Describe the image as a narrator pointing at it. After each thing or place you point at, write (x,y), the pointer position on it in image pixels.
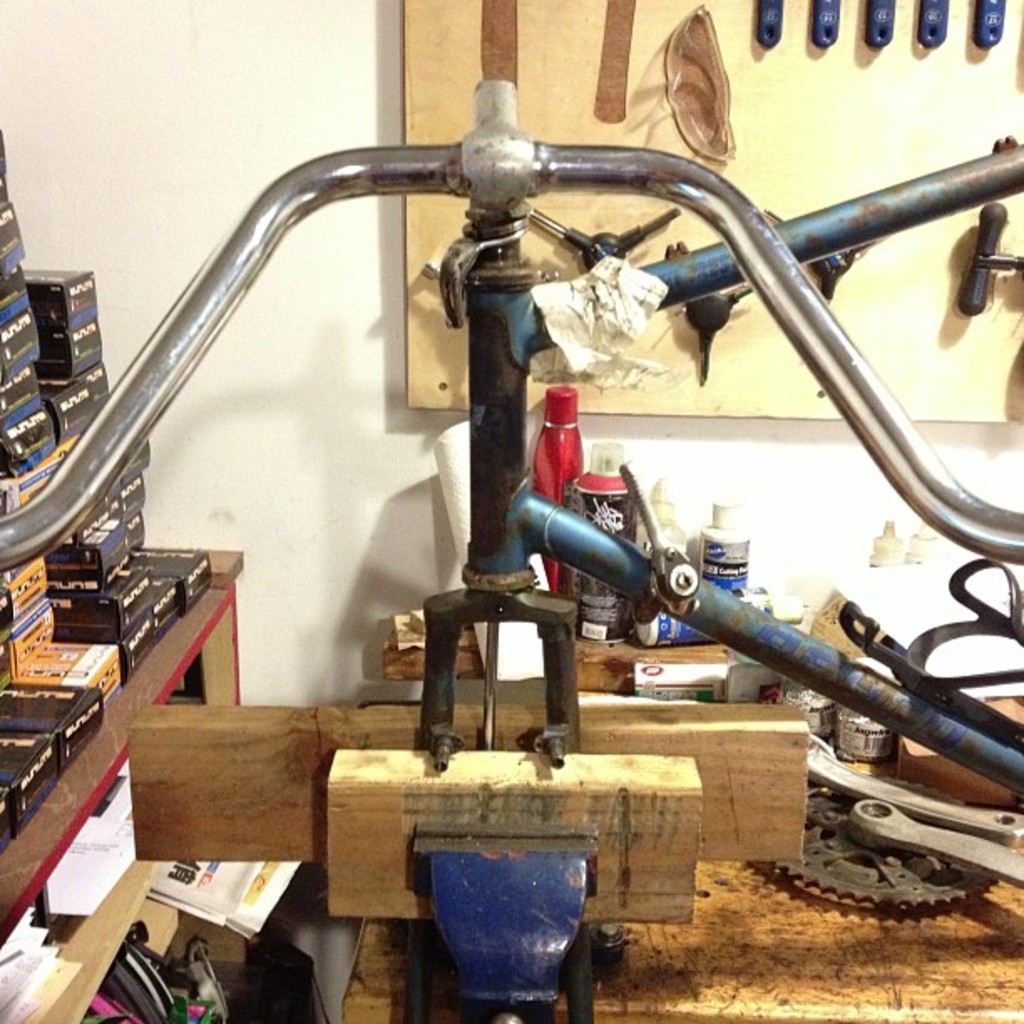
In this image there are metal rods (548,513) and wooden planks (384,710) on the table (762,949) having metal objects (865,899). There are bottles (745,600) on the wooden plank (618,648). Left side (106,761) there is a table (123,763) having boxes (50,581), papers (87,902) and few objects (197,944). Few tools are attached to the board (868,119). Background (40,41) there is a wall (123,297) having a board (535,129) attached to it.
